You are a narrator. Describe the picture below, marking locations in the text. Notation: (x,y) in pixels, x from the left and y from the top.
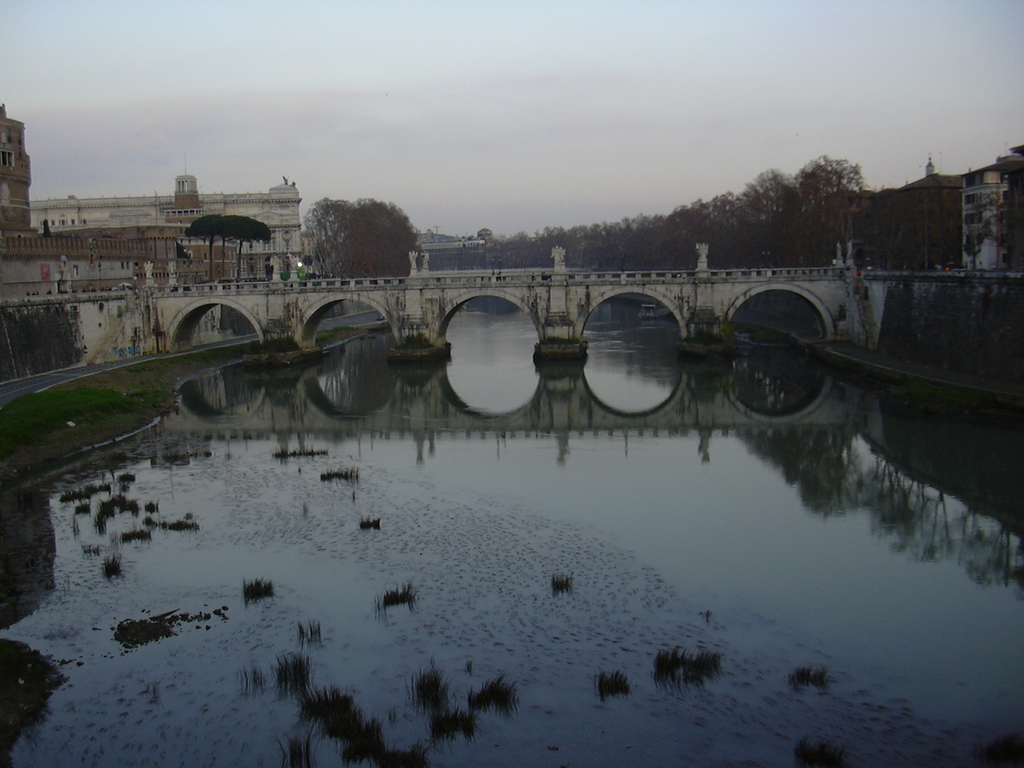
In this image we can see the water (200,587) and there is a bridge (440,321) over the water (495,422) and we can see some trees (709,236) in the background (812,206). There are few buildings (138,228) and at the top (476,110) we can see the sky (439,69).
